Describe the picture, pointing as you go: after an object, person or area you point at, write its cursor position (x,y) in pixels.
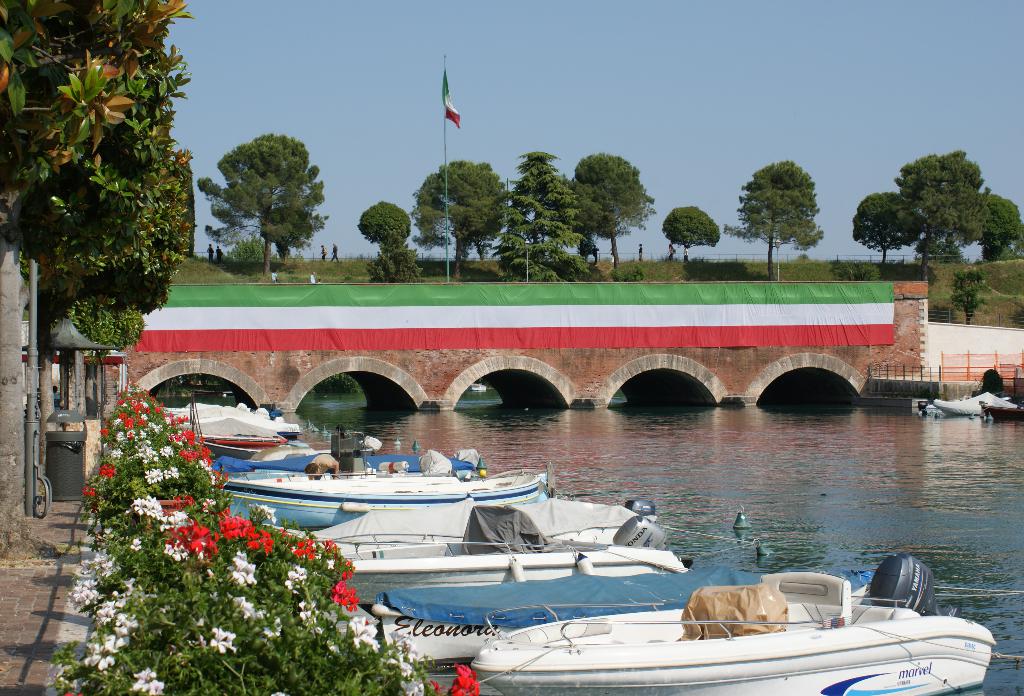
There are boats (536,595) on the surface of water (749,482) and plants (182,553) are present at the bottom of this image (802,467). There is a bridge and trees (510,276) in the middle of this image (648,256) and there is a sky (628,99) at the top of this image (567,101).
